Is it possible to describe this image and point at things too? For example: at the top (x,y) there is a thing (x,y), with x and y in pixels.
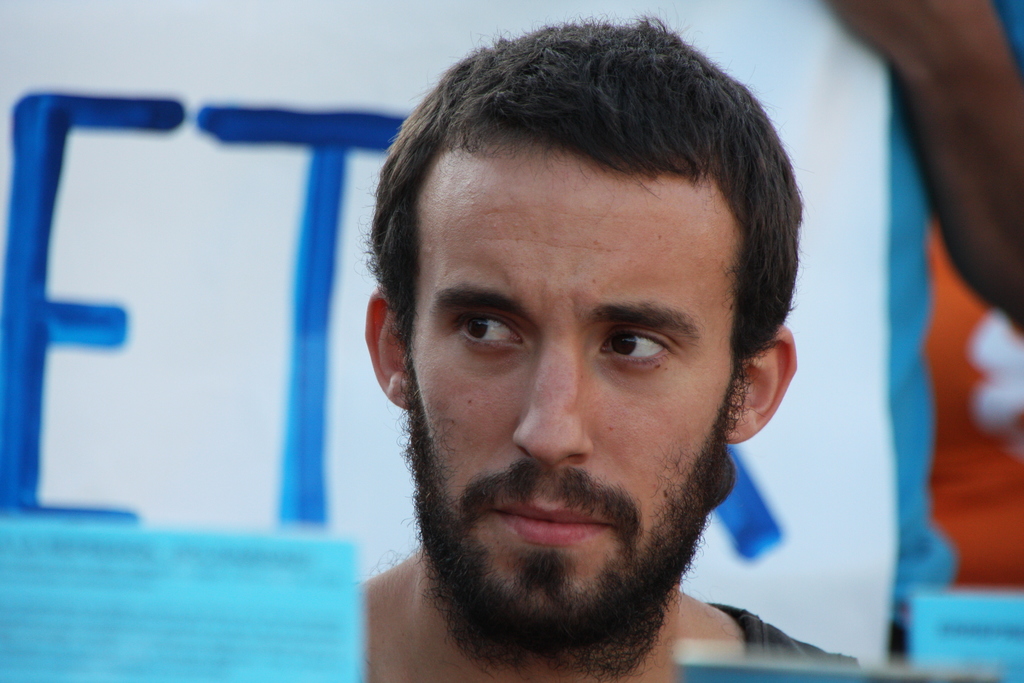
In this image we can see a person (482,460), behind him there is a board (294,120) with text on it.
